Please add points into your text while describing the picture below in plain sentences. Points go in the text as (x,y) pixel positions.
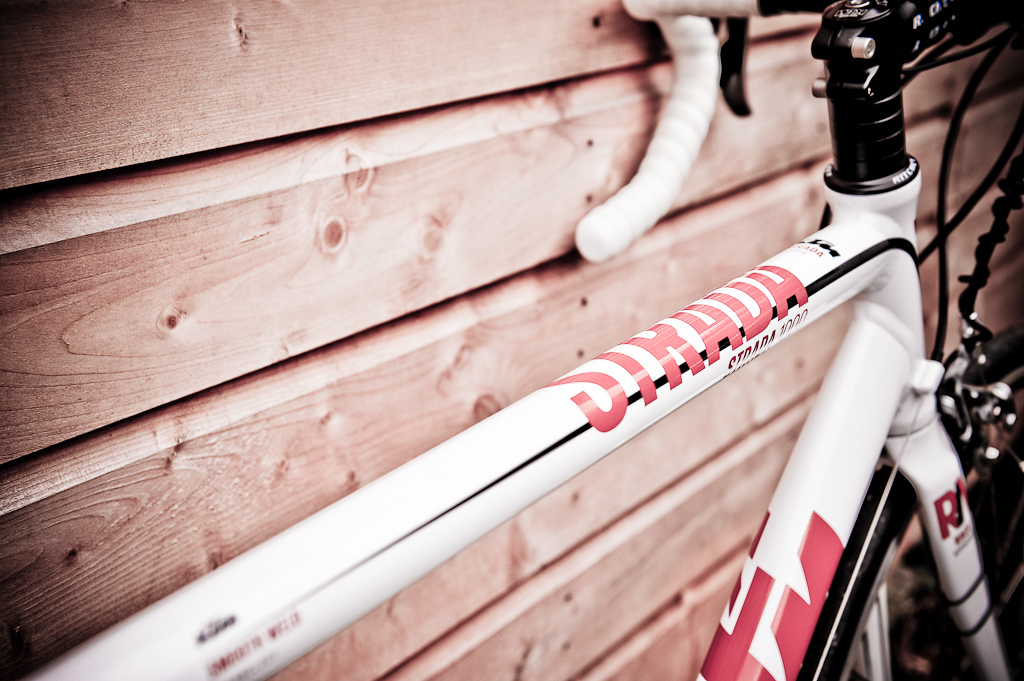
In this image I see a cycle (866,295) over here which is of white in color and I see something is written over here and I see the wooden fencing (768,359) in the background (10,345) and I see the wires (939,211) over here.
